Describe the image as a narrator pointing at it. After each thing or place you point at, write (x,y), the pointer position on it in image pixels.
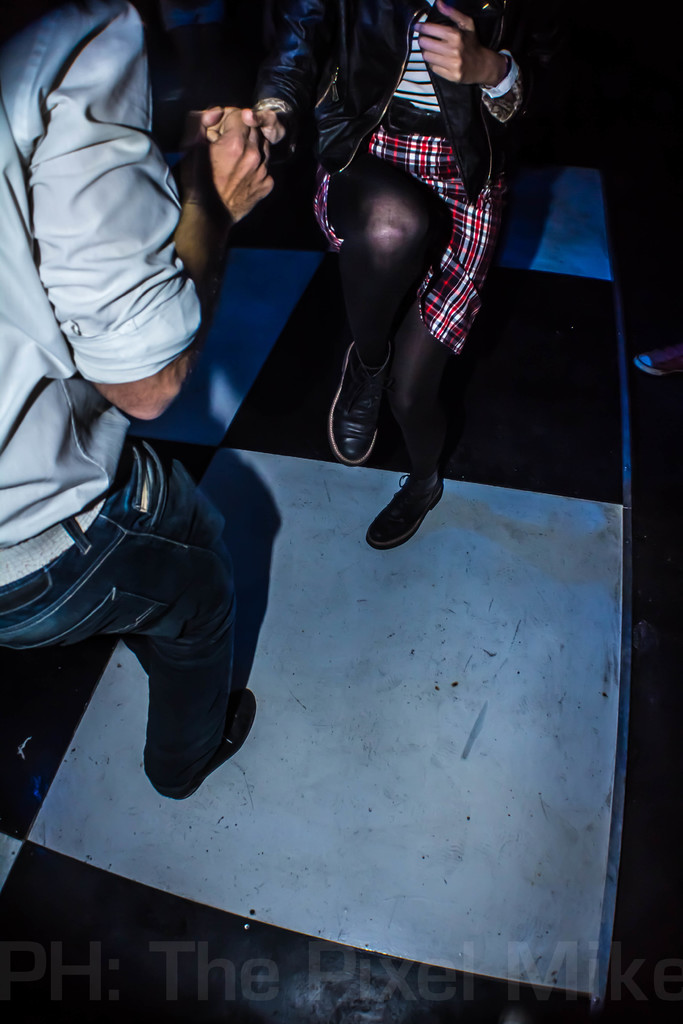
In this image we can see a man (229,631) and a woman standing on the floor (446,662). On the bottom of the image (280,962) we can see some text (388,979).
